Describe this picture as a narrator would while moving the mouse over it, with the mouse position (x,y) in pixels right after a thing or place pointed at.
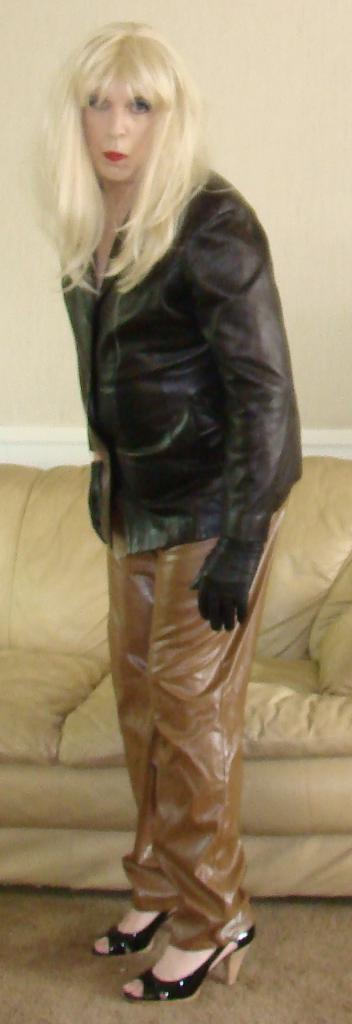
In this image, there is a person (242,398) wearing clothes (154,618) and standing in front of the sofa (281,689).
